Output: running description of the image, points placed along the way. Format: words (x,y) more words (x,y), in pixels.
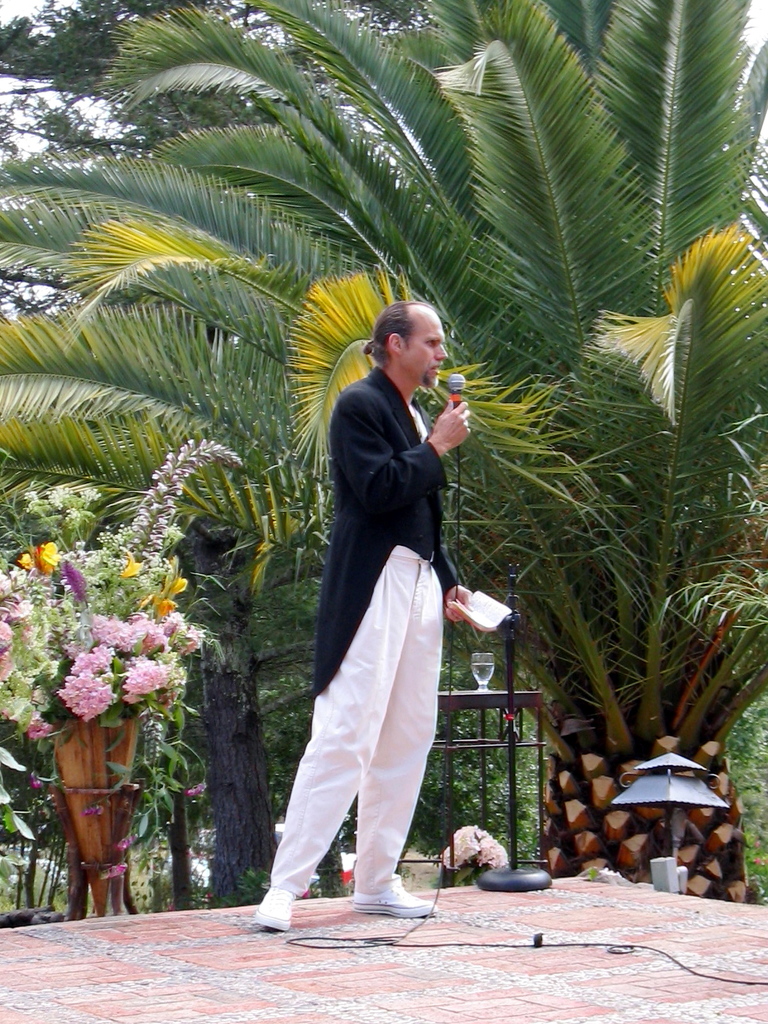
In this image we can see a man (415,482) is holding a mike (460,447) with his hand (440,433). Here we can see vase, flowers (102,556), glass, table (500,739), and objects (632,794). In the background (11,226) there are trees (615,371) and sky (19,118).
